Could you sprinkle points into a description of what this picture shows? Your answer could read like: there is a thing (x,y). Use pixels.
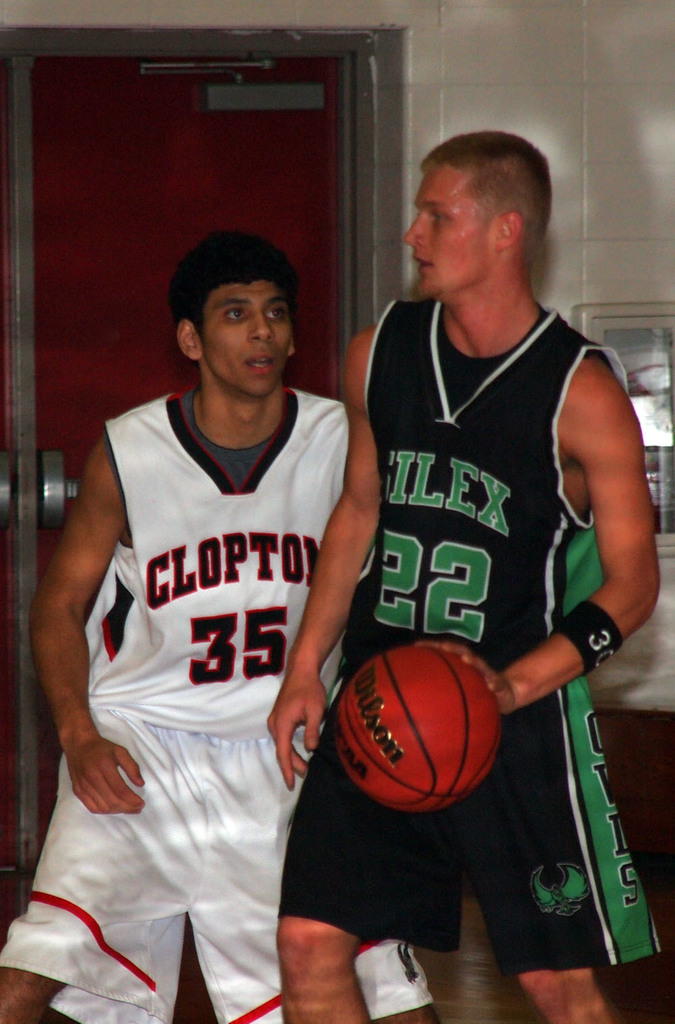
In this image I can see two persons (283,500), the person (397,542) at right (511,555) wearing black and green dress (513,558) and the person (273,611) at left (224,636) wearing white dress (239,629), I can also see a ball (423,805). At the background (551,27) the wall (464,80) is in white color.
